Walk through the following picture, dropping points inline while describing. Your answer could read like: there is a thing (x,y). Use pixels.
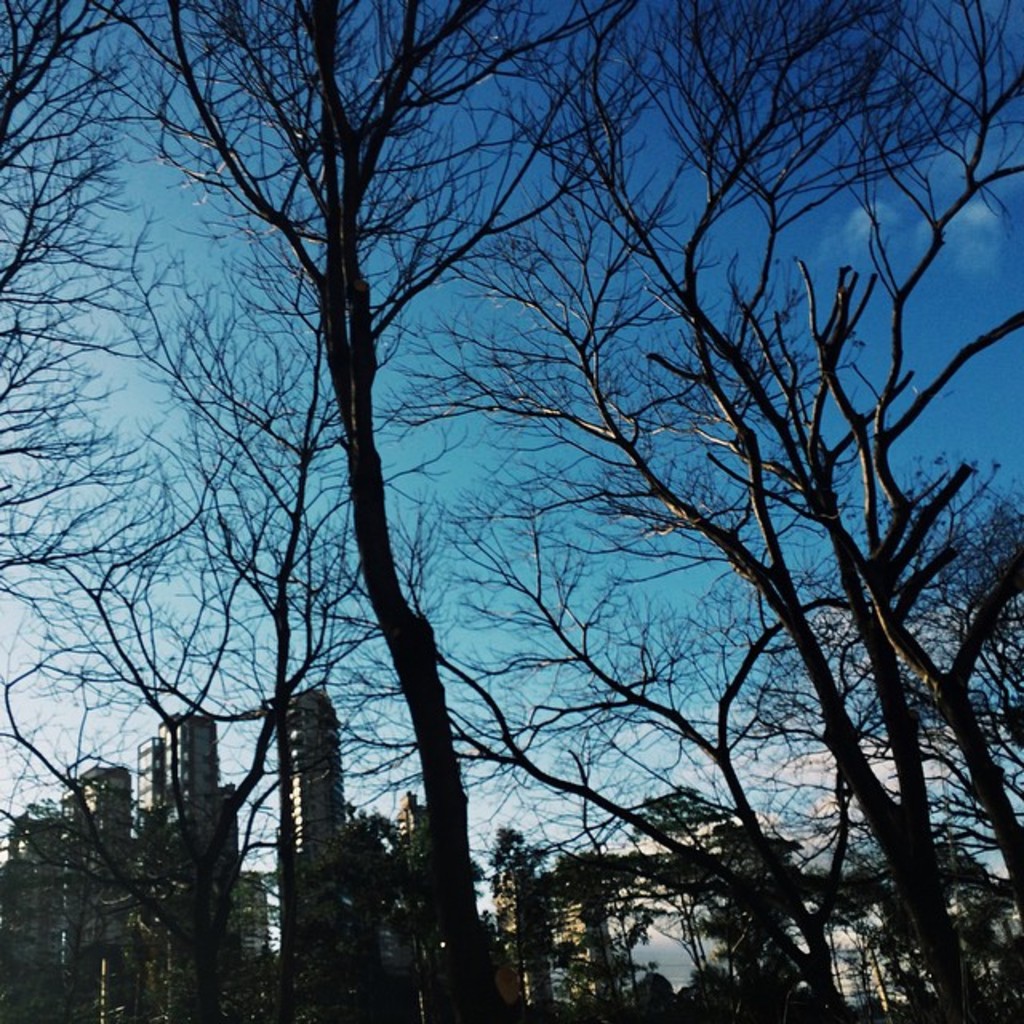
In this image I can see the dark picture in which I can see few trees (506,369) and few buildings (293,767). In the background (996,372) I can see the sky (48,702).
